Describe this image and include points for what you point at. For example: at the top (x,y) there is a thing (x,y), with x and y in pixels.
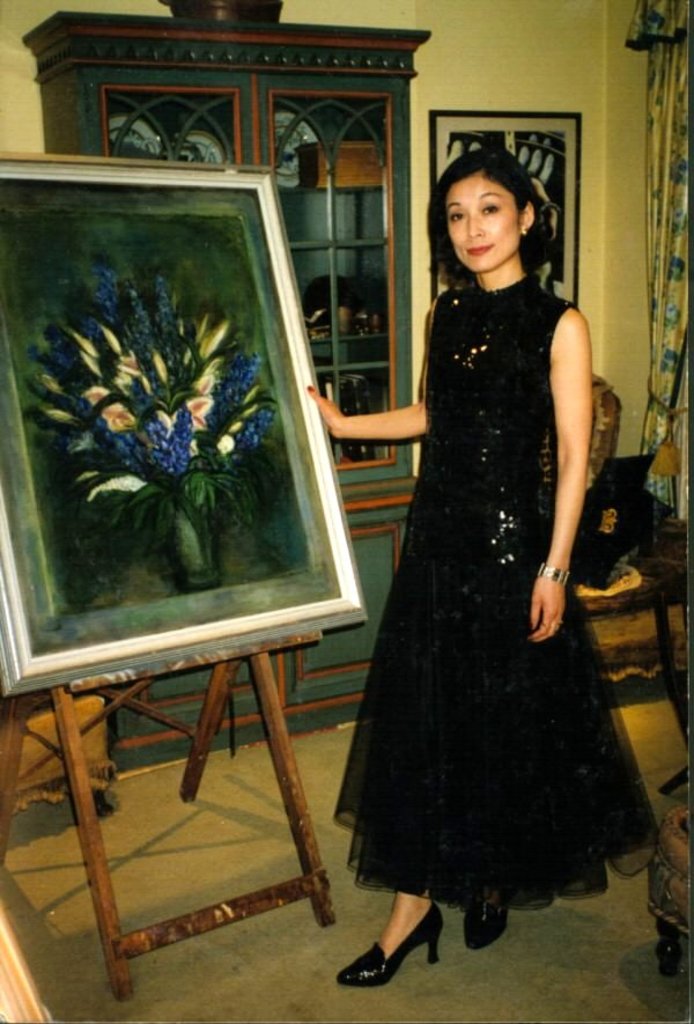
In this image I can see the person (510,551) with the black color dress (443,635). In-front of the person (445,622) I can see the board (135,598) with painting (98,607). It is on the wooden stand (201,736). In the background (233,138) I can see the cupboard (232,153), board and the curtain (670,260) to the wall (339,17).
